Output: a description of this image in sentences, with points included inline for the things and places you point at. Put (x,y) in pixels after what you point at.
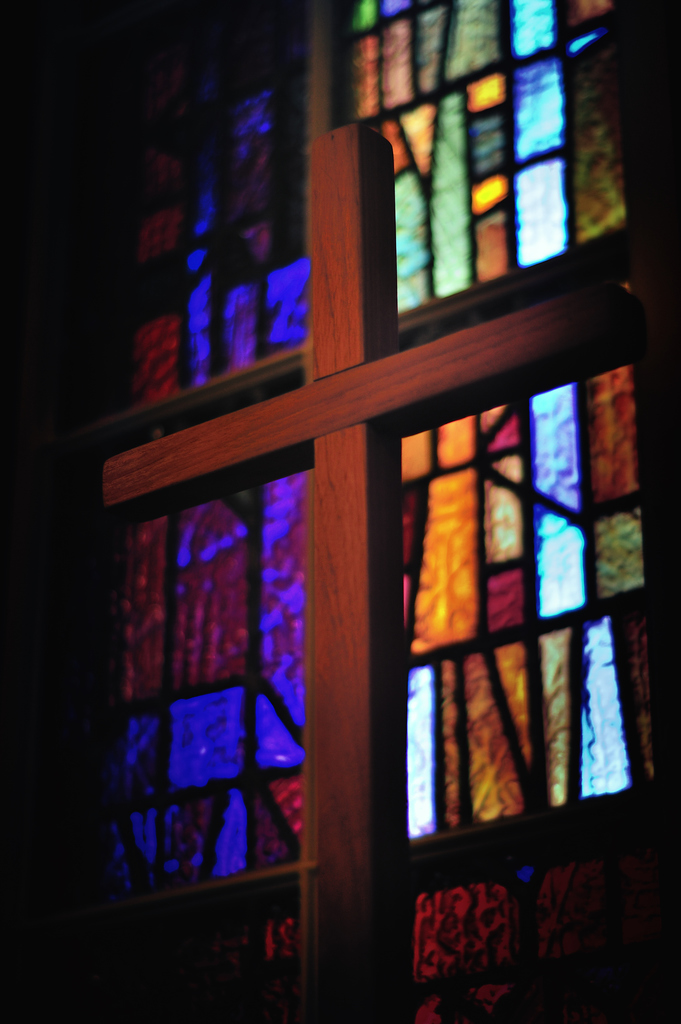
In this image we can see a cross (383,413) and in the background (612,521), we can see the window (559,169) with stained glass (526,719).
